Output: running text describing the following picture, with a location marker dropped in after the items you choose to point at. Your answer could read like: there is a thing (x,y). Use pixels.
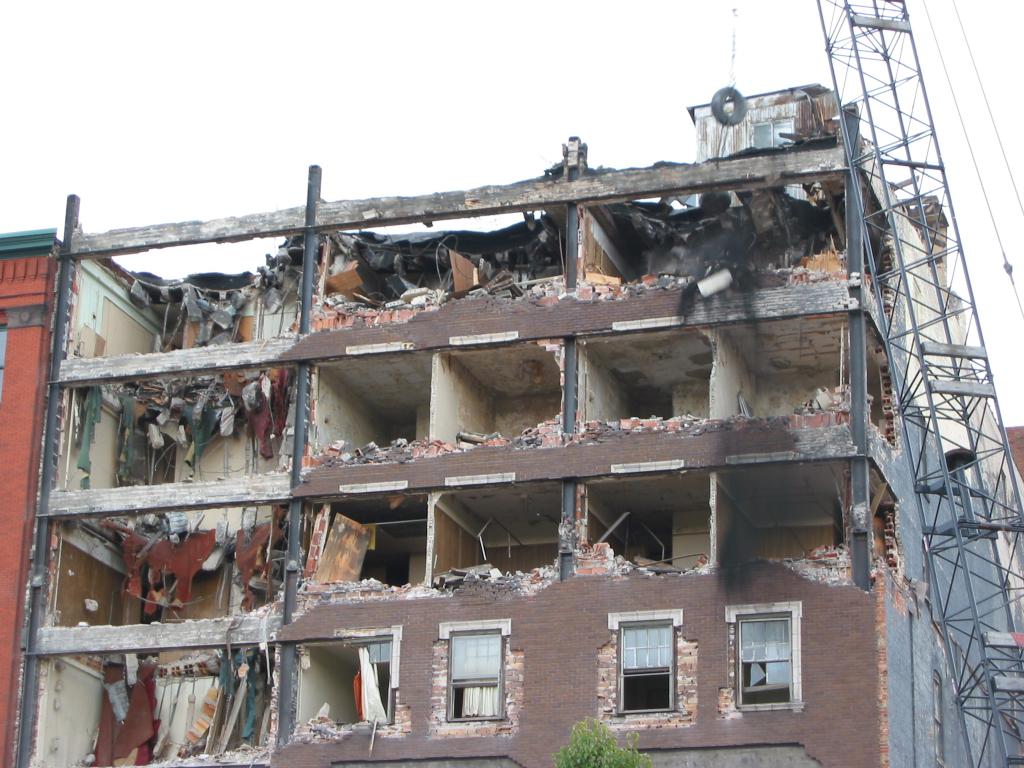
In this image we can see a building (709,737) under demolition. On the right (1010,498) there is a crane (879,163). In the background (397,125) there is sky (264,108).
